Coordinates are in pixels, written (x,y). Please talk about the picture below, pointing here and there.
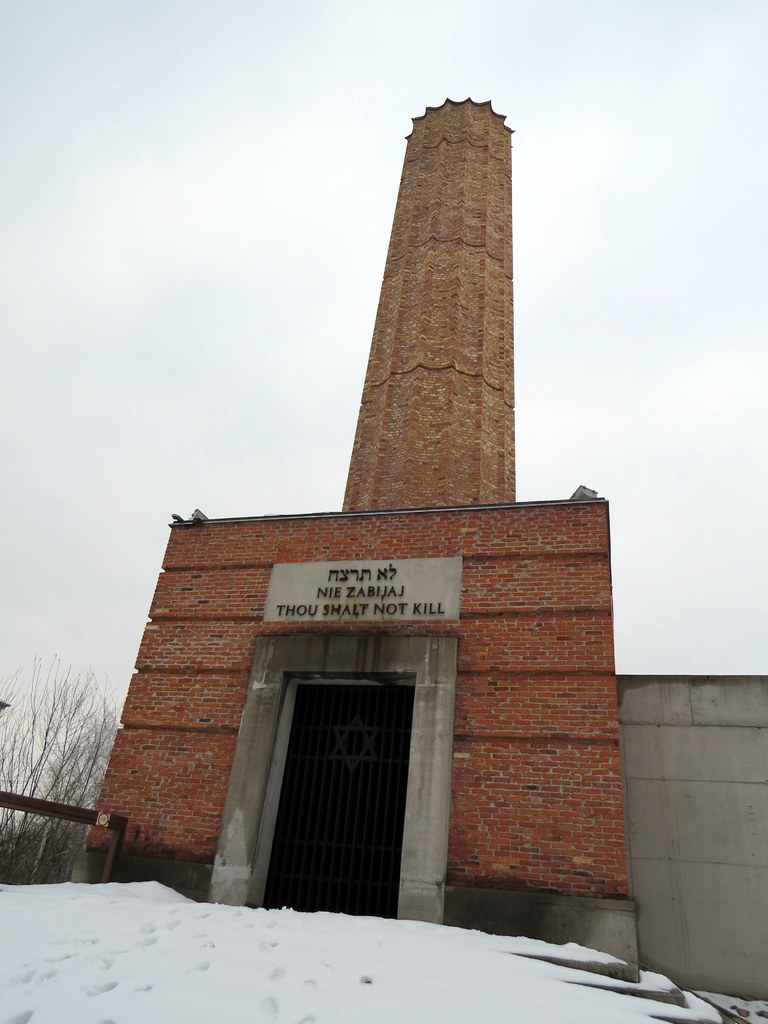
In this image I can see the snow (332,933) which is white in color and a building (503,763) which is brown in color. In the background (48,698) I can see few trees (88,694) and the sky (192,264).
